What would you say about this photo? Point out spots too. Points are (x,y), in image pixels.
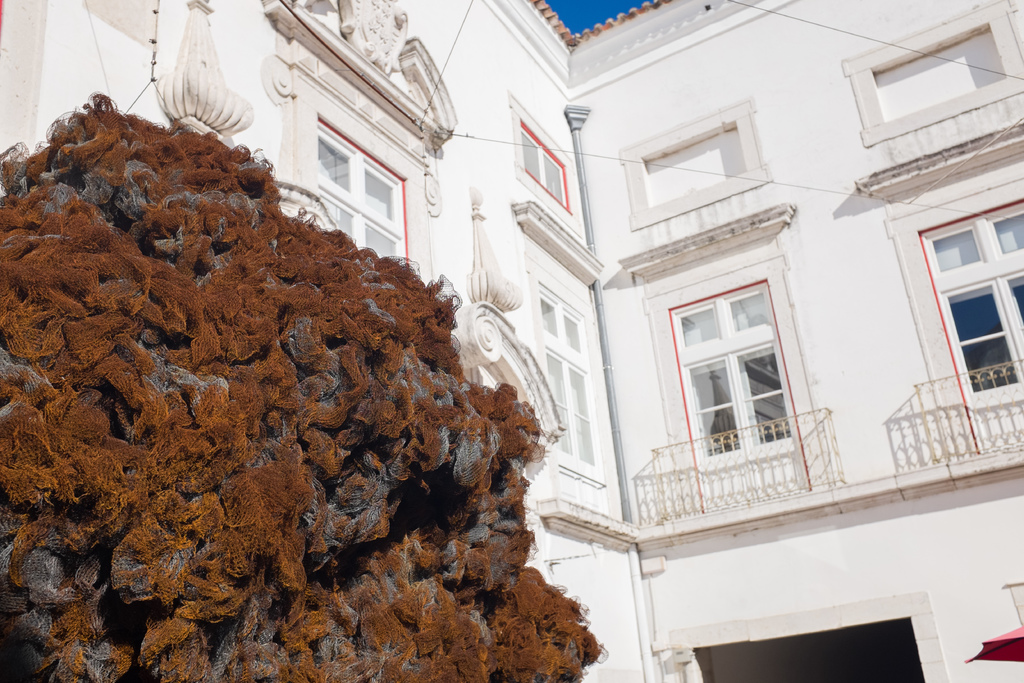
In this image there is a building (732,197). On the left (176,618) there is a sculpture (246,443). In the background (587,17) there is sky (605,10) and wires (450,57).
